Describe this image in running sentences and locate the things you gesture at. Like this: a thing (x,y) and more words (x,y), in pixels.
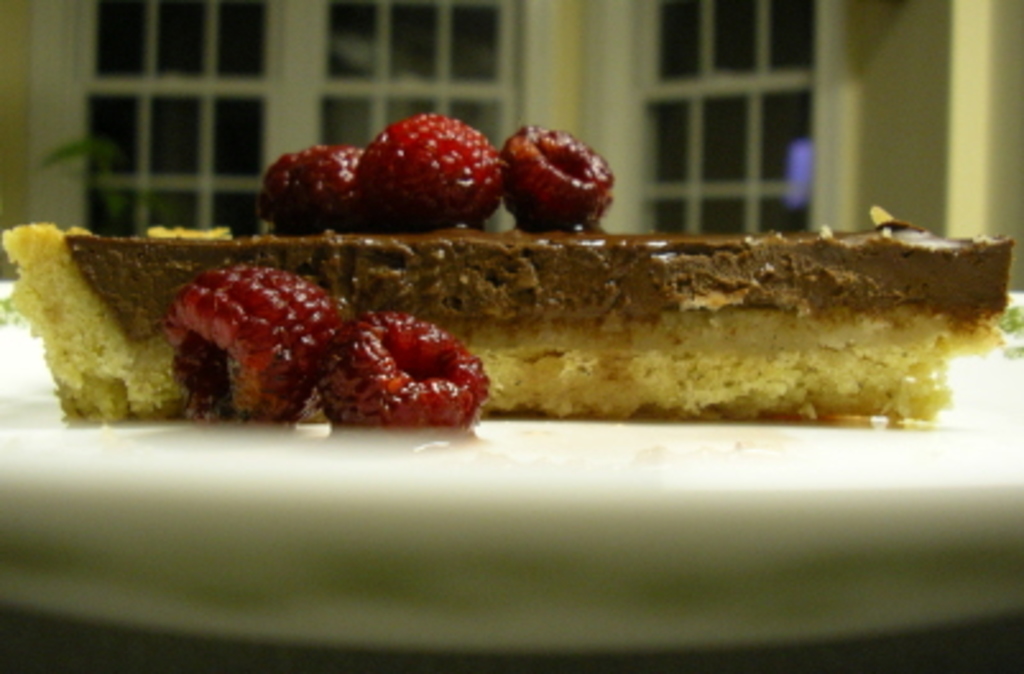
In this picture there is a chocolate pastry (983,286) with some raspberries (206,324) in the white plate (448,500). Behind there is a white color glass windows (323,102).
